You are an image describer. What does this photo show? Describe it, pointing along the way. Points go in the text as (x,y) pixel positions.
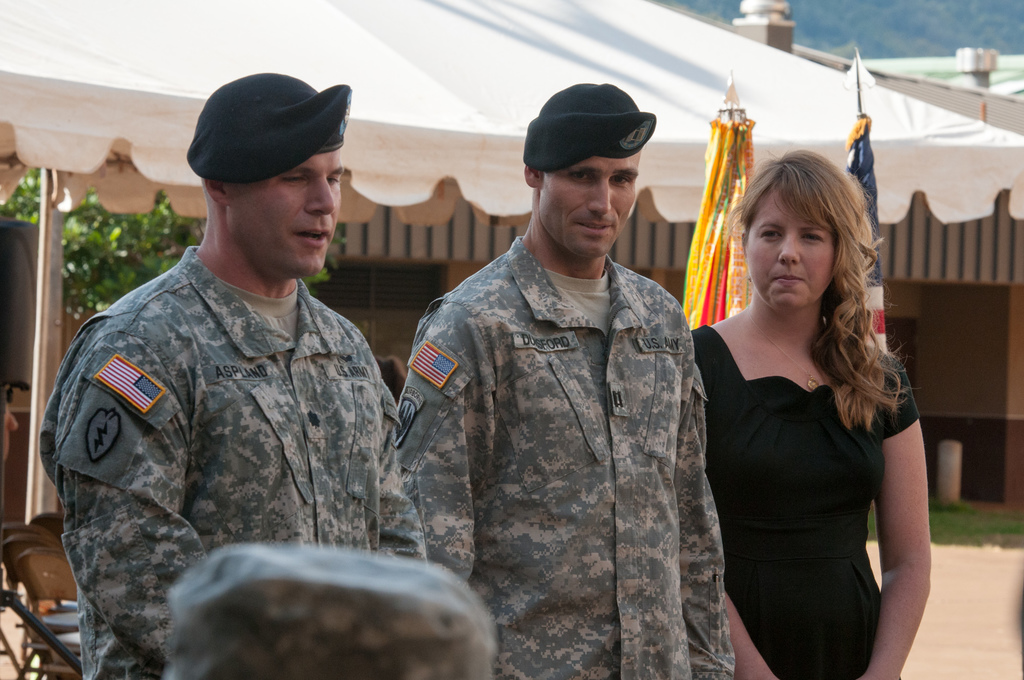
In this image I can see there are two men (461,365) and a woman (805,393) standing and the men (409,428) are wearing caps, army uniforms (276,439) and there is a woman (781,382) standing on the right side (870,211) and there are two flags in the backdrop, a tent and there is a tree (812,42) in the backdrop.
